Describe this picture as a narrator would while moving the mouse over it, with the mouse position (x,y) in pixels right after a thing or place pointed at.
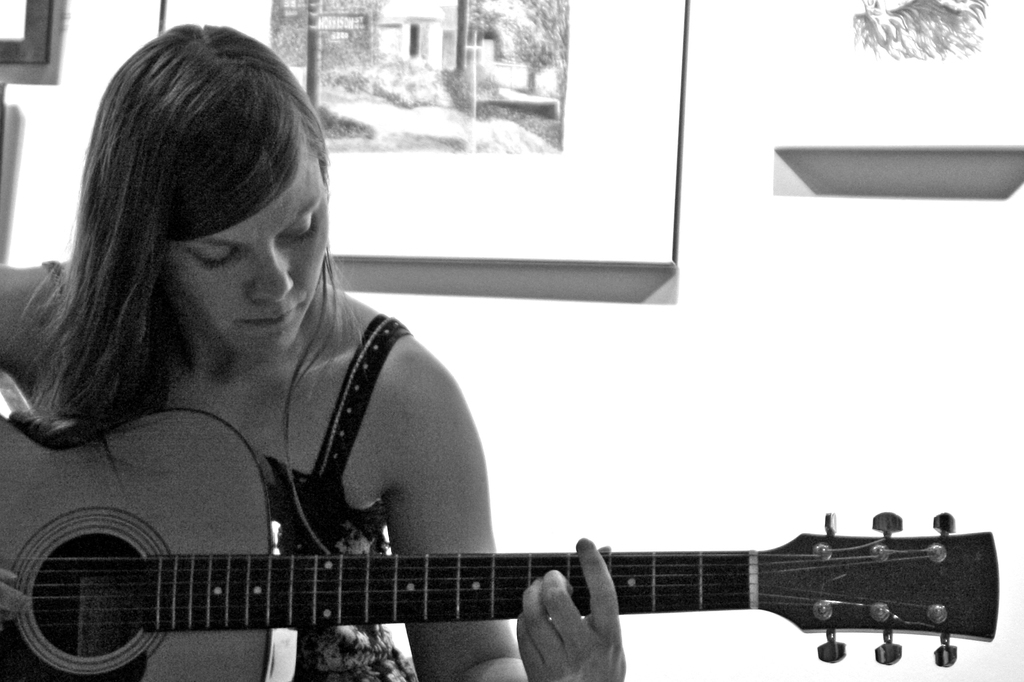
In this picture we can see a woman (275,267) who is playing guitar (891,540). On the background (515,50) we can see a frame (518,194).
